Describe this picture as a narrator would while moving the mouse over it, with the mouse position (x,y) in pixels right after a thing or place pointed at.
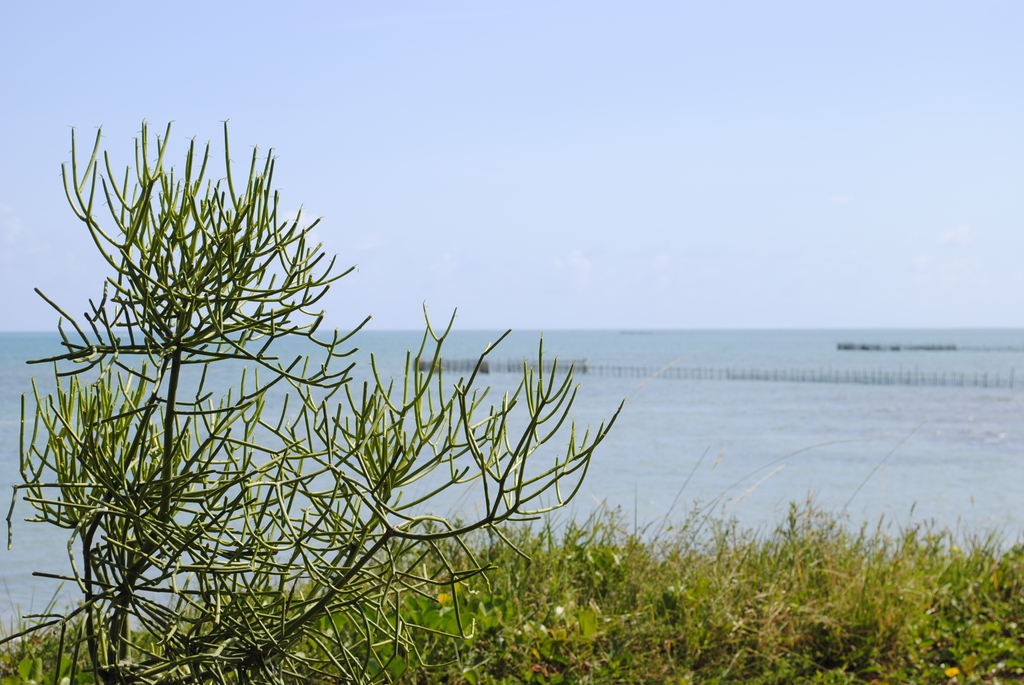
In this image in the foreground (280,495) there are plants (437,603), trees (295,537). In the background (417,482) there is water body (716,410). This is a fence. The sky (761,319) is clear.
